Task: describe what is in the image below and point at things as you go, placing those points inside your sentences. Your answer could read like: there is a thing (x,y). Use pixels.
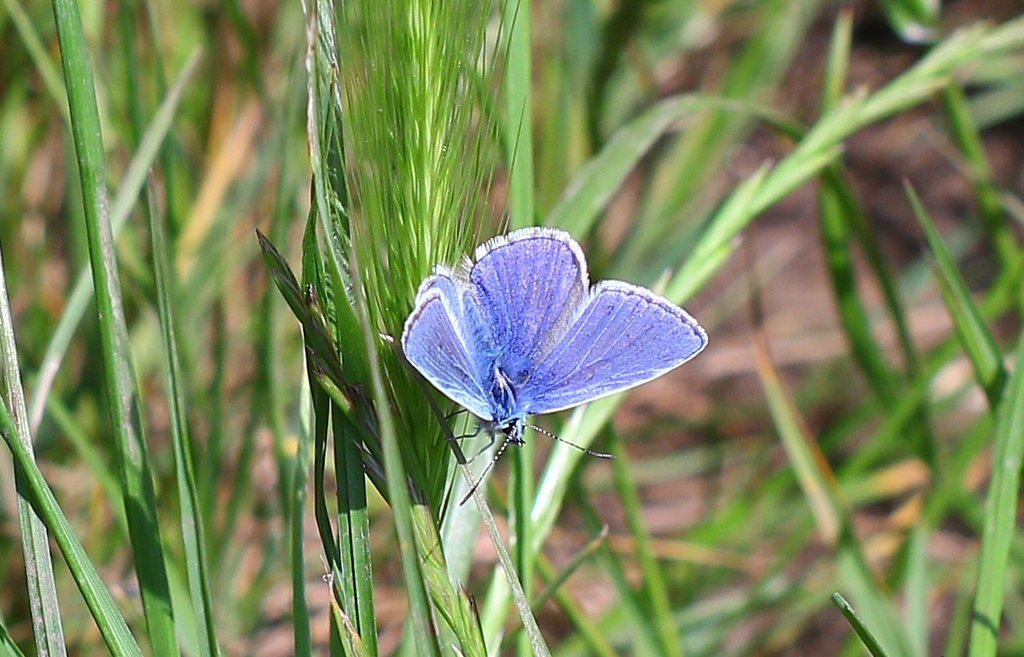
In this image I can see a blue color butterfly (607,331) sitting on the green color grass (439,463). Background (581,513) is blurred.
